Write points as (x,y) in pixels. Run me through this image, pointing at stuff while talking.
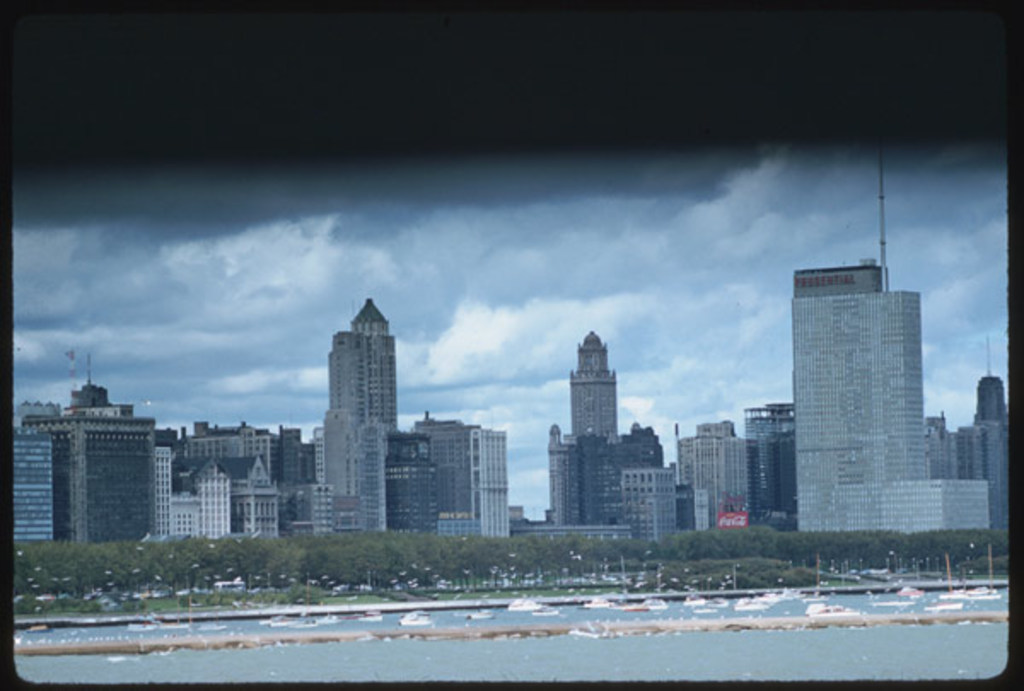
In this image, we can see so many buildings (950,517), trees (78,546), poles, plants (108,579), vehicles (96,598), boats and water (593,676). Background (645,334) we can see the cloudy sky (462,286). Top of the image (756,89), we can see black color.
